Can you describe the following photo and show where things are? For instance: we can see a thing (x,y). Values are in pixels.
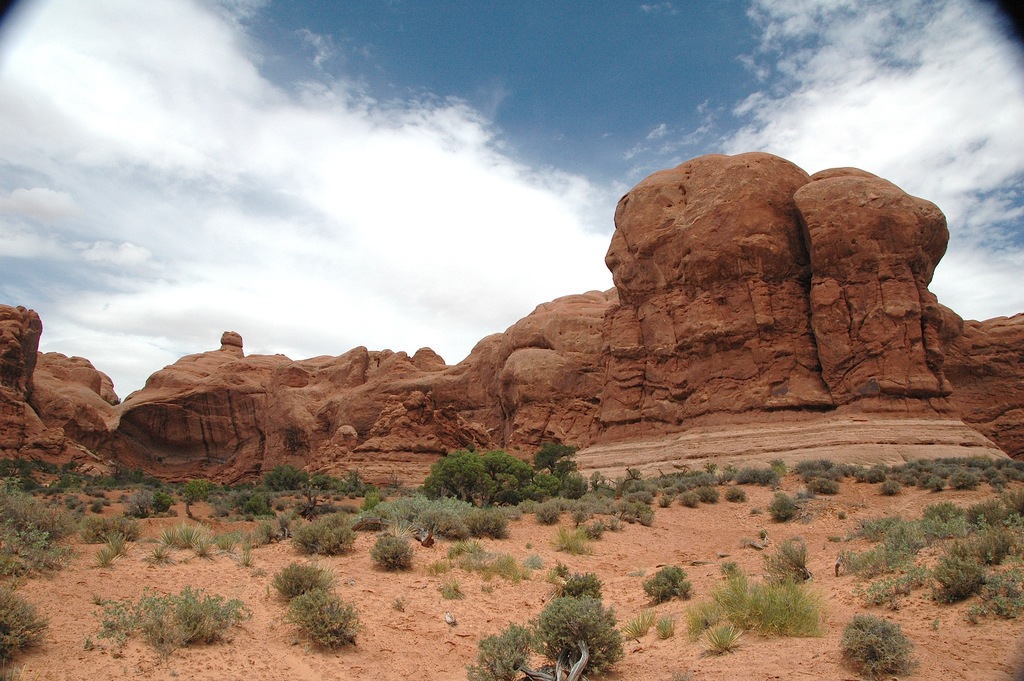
In this image I can see the hill (942,347) and I can see bushes (537,497) and at the top (555,132) I can see the sky (762,99).
